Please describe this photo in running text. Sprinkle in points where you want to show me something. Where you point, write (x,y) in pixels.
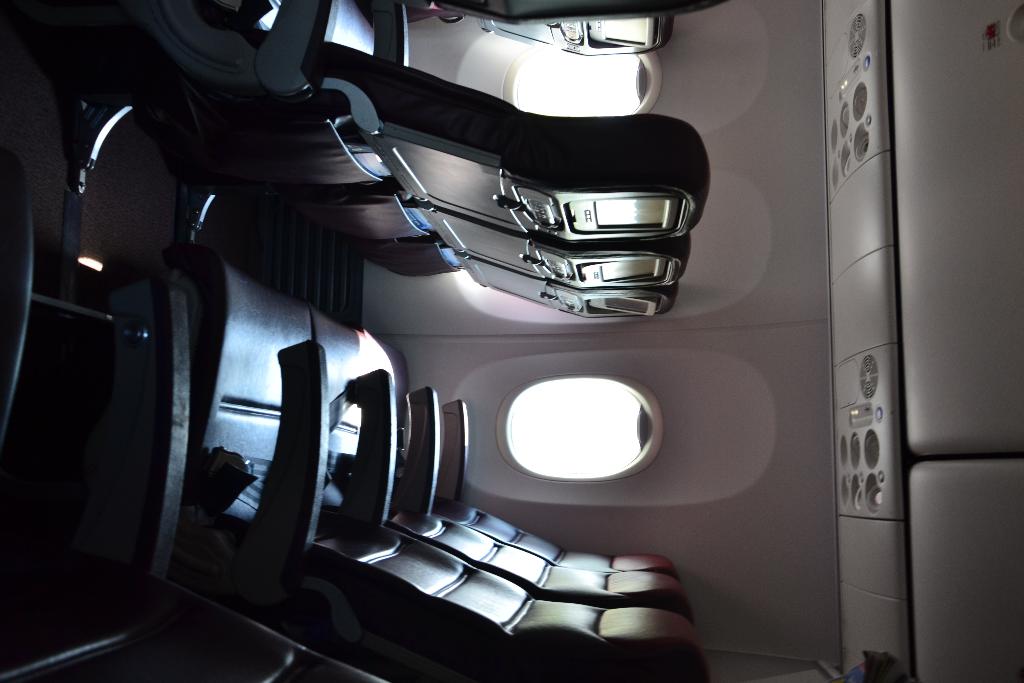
This image is a inner view of an aeroplane (373,333) as we can see there are some chairs (286,306) in middle of this image (489,236) and there are some windows (528,398) on the right side of this image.
